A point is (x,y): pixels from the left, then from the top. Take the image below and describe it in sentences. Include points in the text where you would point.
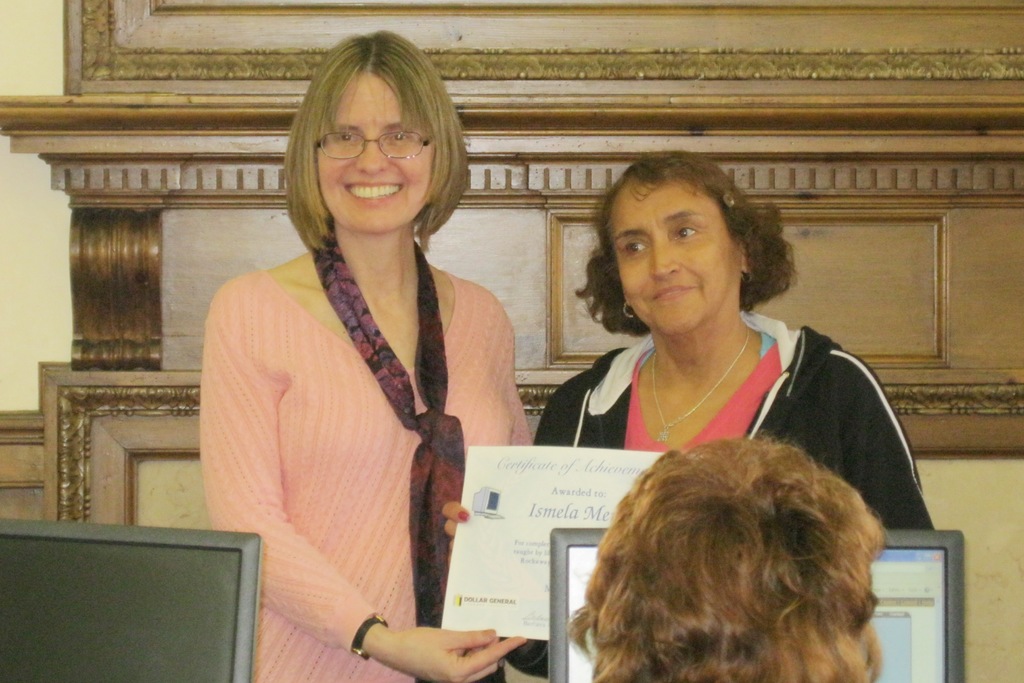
There are 2 monitors (928,578). A person (705,589) is sitting. There are 2 women (409,633) standing holding a certificate (533,489). The woman (262,647) at the left (312,316) is wearing spectacles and smiling.
